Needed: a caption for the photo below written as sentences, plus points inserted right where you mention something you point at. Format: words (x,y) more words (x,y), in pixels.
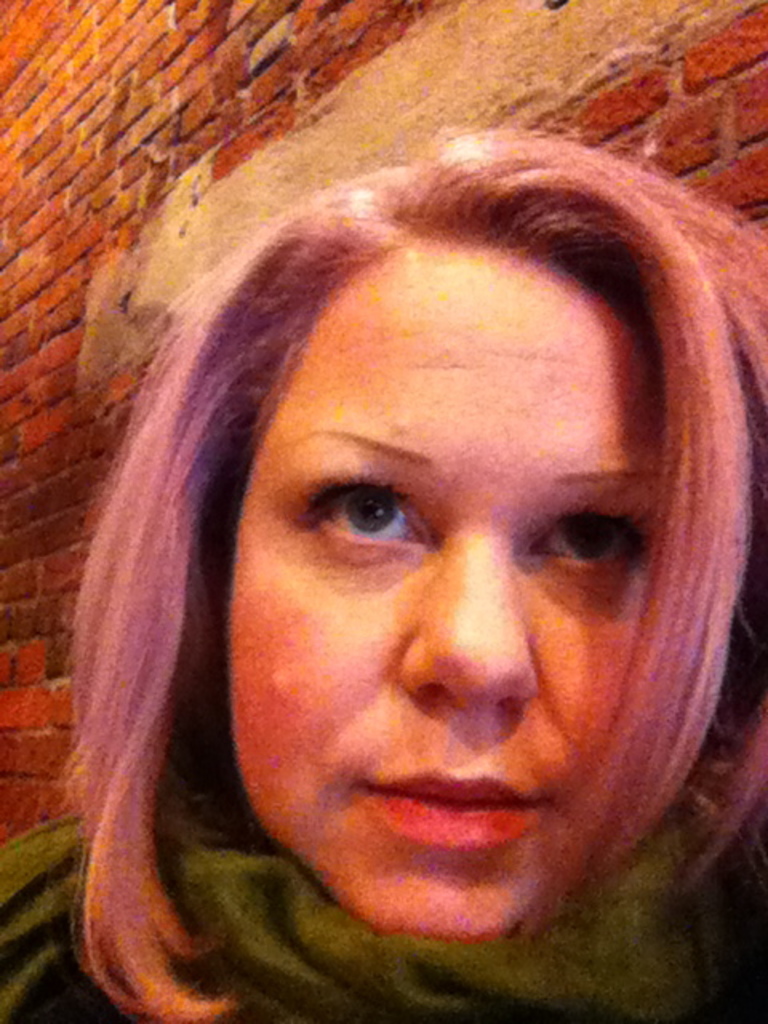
In this image we can see a woman (561,775) is seeing upwards. Background (193,35) there is a brick wall (249,108).
